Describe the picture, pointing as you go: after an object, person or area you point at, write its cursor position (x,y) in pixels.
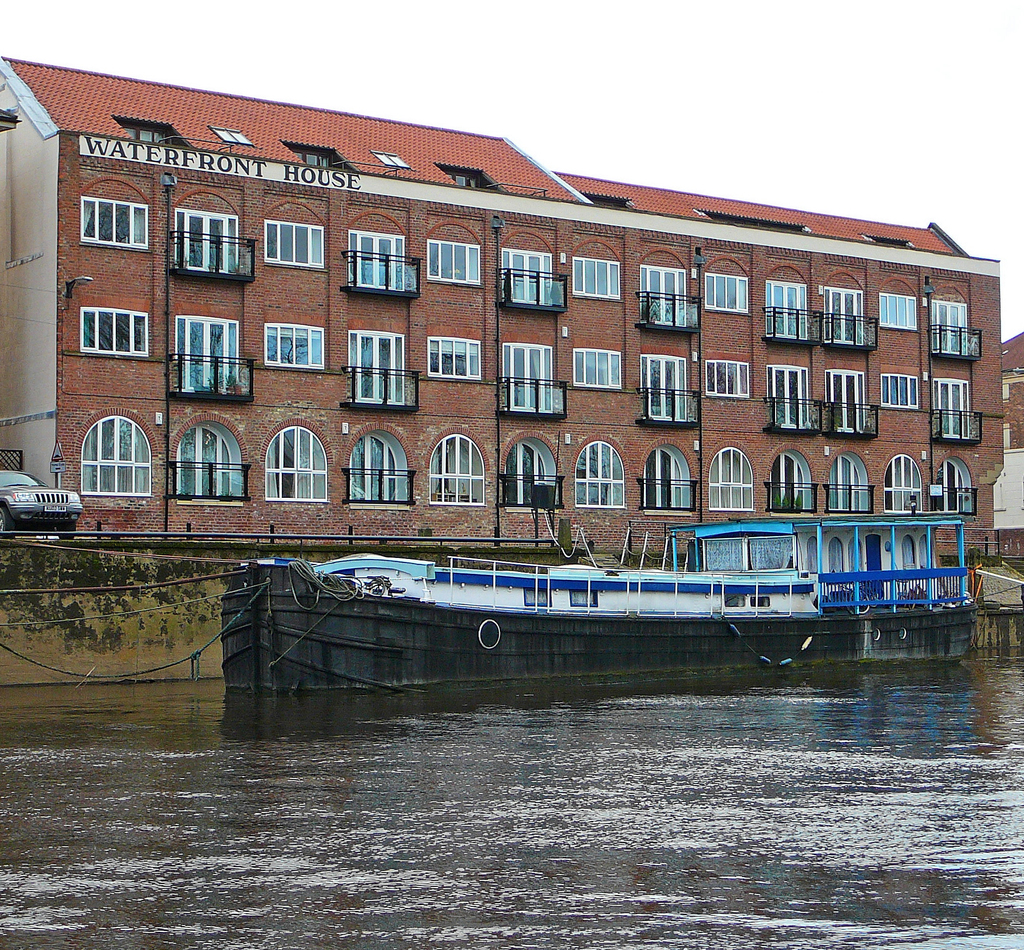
In this picture I see the water (172,782) in front (756,936) on which there is a boat (306,655) and in the background (10,498) I see a car (72,500) on the left side (39,476) and I see the buildings (523,358) and I see the sky (592,68).
